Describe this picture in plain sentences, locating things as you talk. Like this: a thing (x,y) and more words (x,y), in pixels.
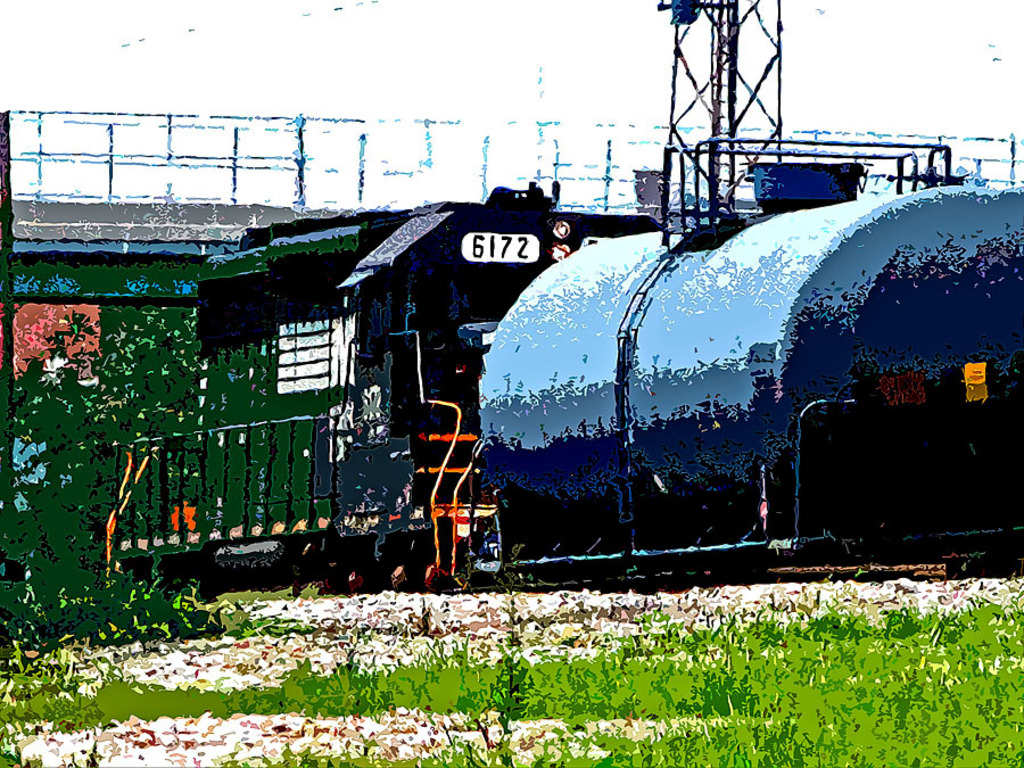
This image is an edited image. This image is taken outdoors. At the bottom of the image (434,709) there is grass (831,687) on the ground (579,738). In the background (110,248) there is a bridge (148,224). There are a few iron (706,140) rods and there is a tower (719,104). In the middle of the image (384,380) there is an engine (340,509) of a train (539,298).
